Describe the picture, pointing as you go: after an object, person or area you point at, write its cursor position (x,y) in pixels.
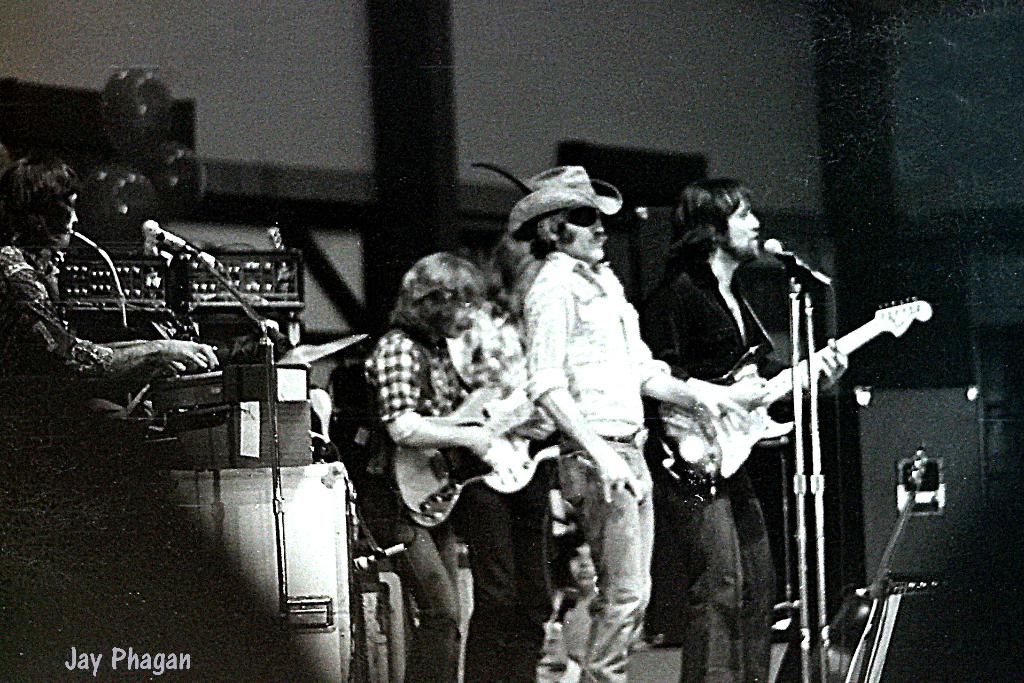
In this picture there are few people (731,318) standing and on the right (693,290) this man (700,325) is singing and playing the guitar (746,425) and the man (432,671) standing here is playing the guitar (468,460) and in the background (282,273) there are some speakers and also person (130,349) sitting here.
